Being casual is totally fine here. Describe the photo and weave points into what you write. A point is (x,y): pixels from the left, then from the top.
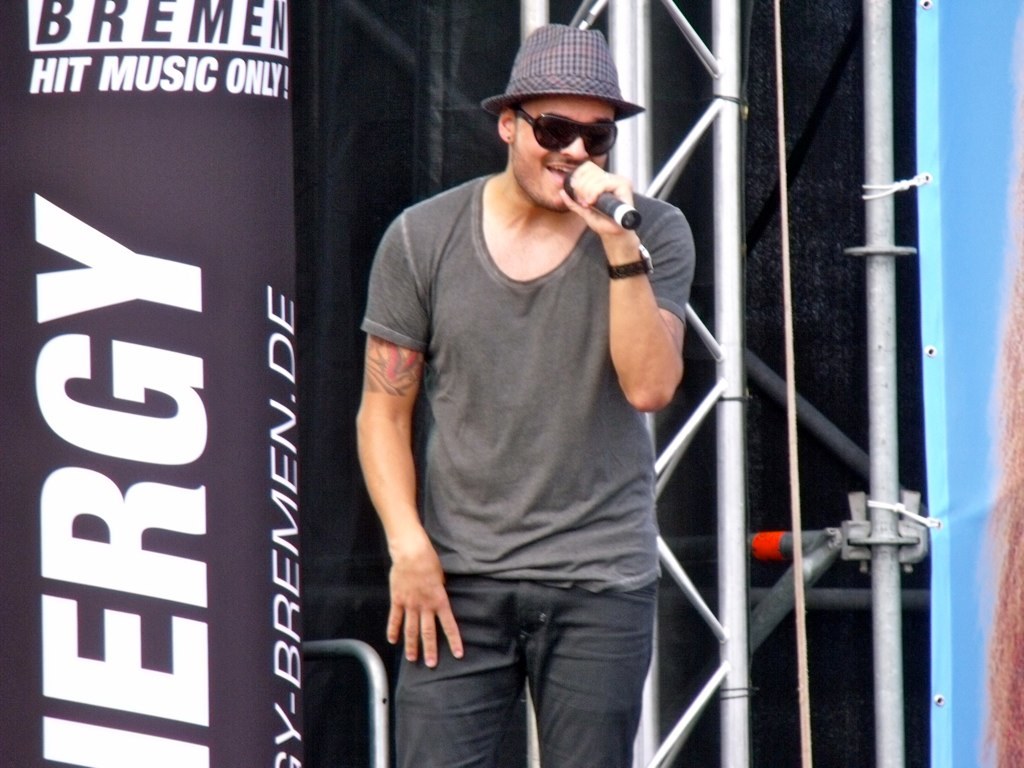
In this picture we can see a man (574,519) in gray shirt (516,530) and black pant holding a mic (621,207) in his hand (626,235) and behind him there is a black curtain (321,299) and black color poster (80,450).
